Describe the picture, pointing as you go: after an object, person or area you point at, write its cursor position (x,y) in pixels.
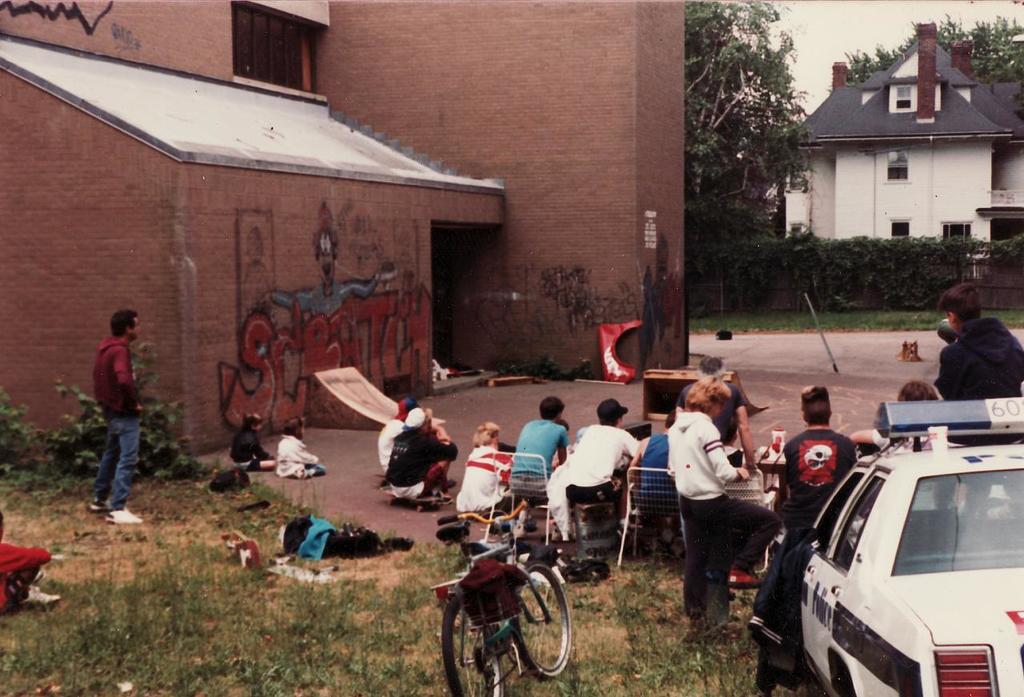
In this picture we can see a car (869,645), bicycle (558,657), grass (580,695), chairs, buildings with windows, trees (720,82) and a group of people (967,337) where some are sitting and some are standing.
